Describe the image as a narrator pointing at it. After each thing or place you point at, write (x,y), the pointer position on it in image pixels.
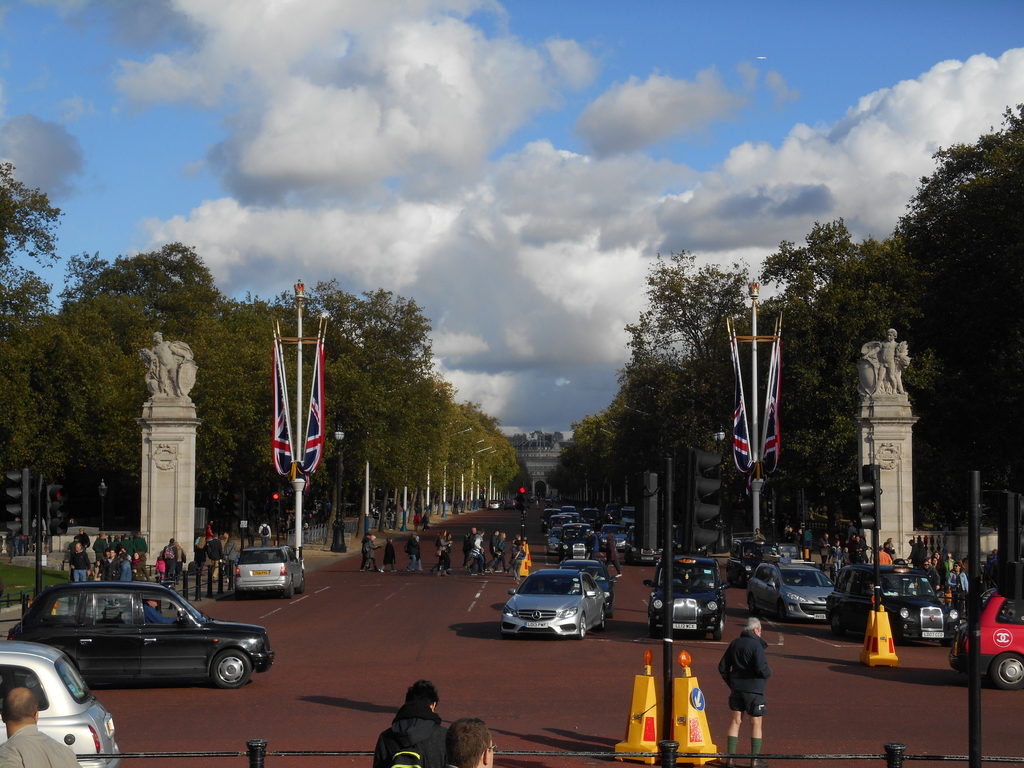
In this image on the road (387,626) few cars (687,593) are moving, there are few people (493,551) walking on the road (819,652). This is a monument (890,365). There are traffic signal (870,482), poles (978,555), flags (288,463) on the path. In the background (212,428) there are trees (612,424), buildings (524,447). The sky (404,152) is cloudy.
